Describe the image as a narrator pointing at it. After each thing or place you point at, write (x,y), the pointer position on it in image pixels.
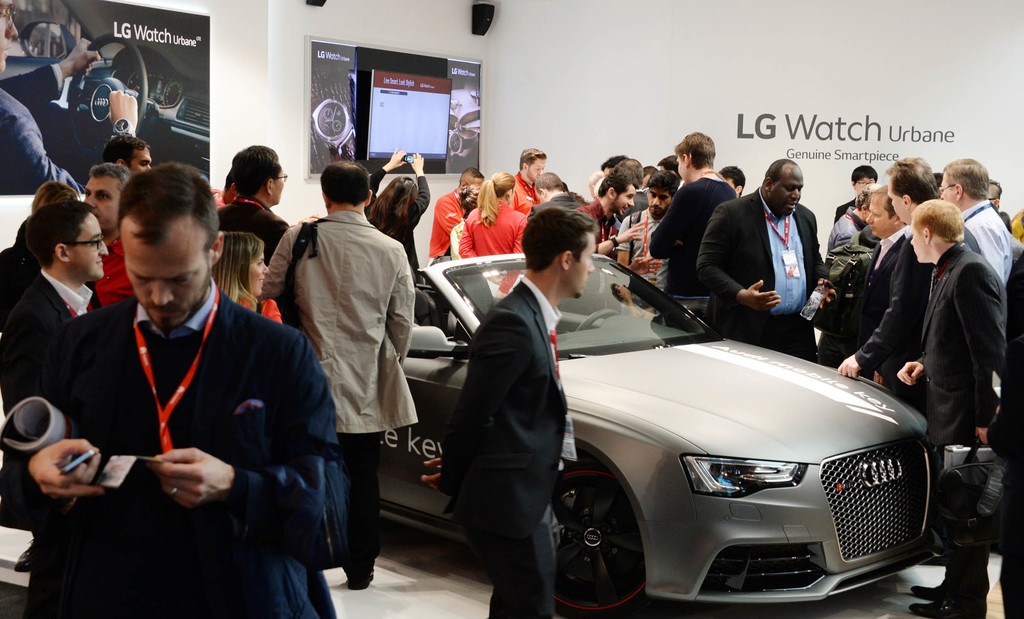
In the picture we can see an exhibition booth (481,594) with an Audi car (648,365) which is gray in color and many people (134,384) are standing around it and talking to each other, in the background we can see a wall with some posters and TV screen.
